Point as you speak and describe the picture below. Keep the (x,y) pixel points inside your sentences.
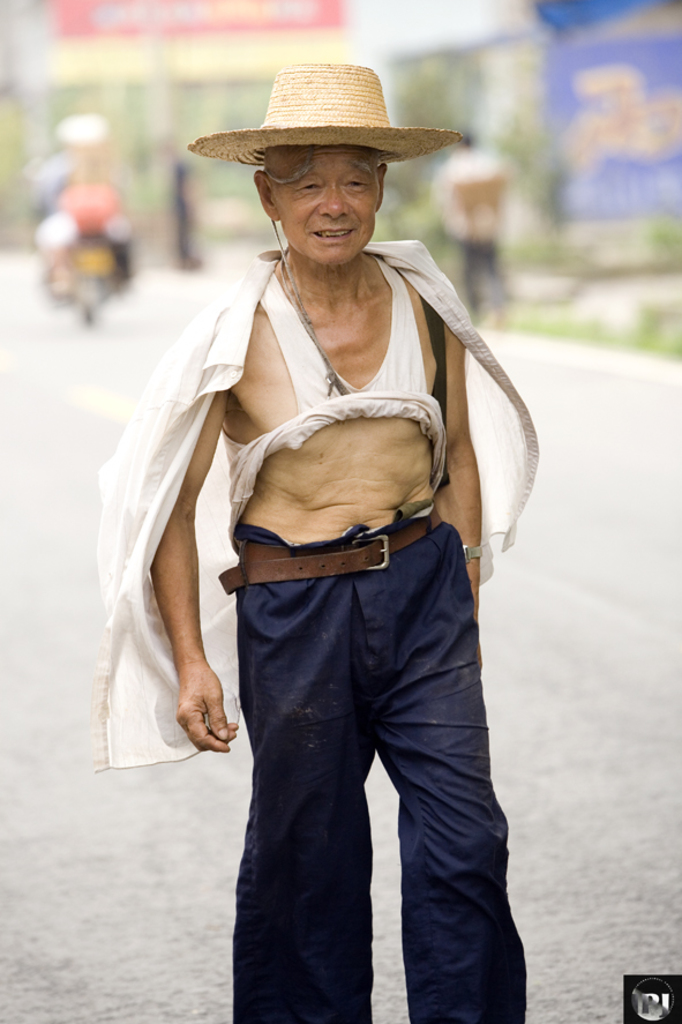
In this image, we can see an old man (372,441) is standing and wearing a hat (349,119). He is smiling. Background (101,287) there is a blur view. Here we can see a vehicle (94,282) on the road (101,337) and a person (477,268) is walking.
